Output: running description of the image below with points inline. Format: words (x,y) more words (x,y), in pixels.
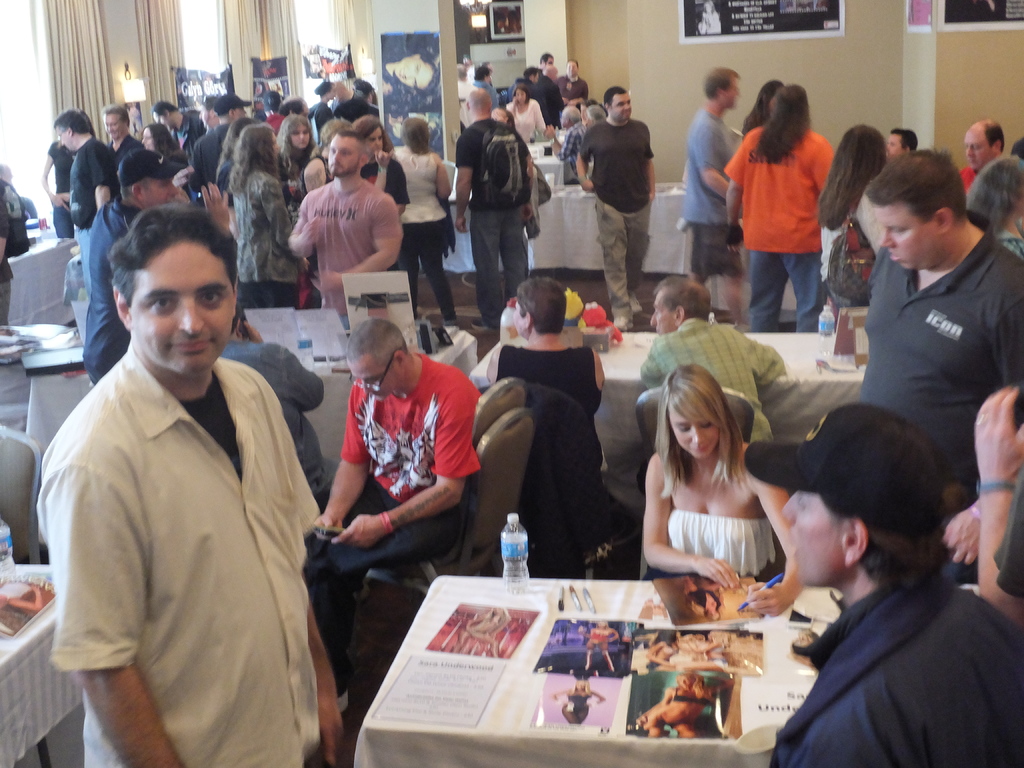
This picture shows a man (168,491) standing in front of a table (510,709). Many people (711,545) are sitting in the chairs (493,514). There are some accessories (561,659), bottles (504,539) on the table (513,672). Some of them was standing in the background (324,208). There is a wall (726,67) to which chart (739,24) was attached. In the background (92,41) there is a curtain (151,14) and a window (207,33) too.
